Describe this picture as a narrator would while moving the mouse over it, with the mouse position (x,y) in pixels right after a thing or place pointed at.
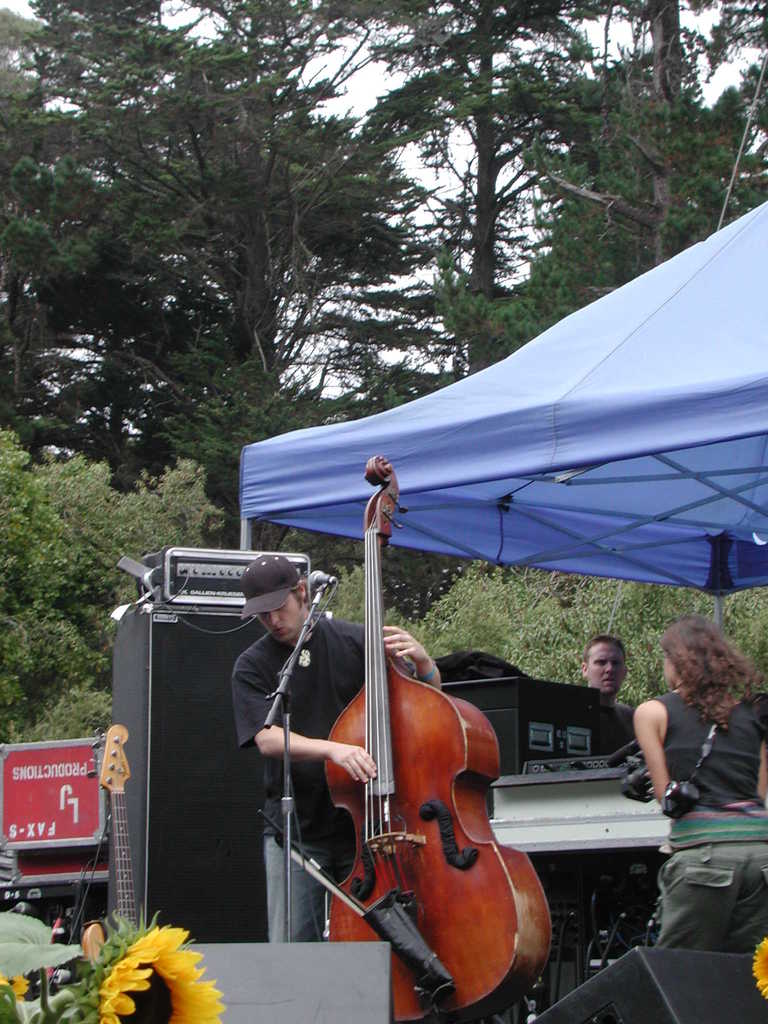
In this picture we can see three persons (700,837) are standing, at the left bottom (181,986) there is a flower (189,993), a man (323,788) in the middle (322,682) is playing a double bass (380,797), there is a microphone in front of him, it looks like a speaker (239,762) on the left side (168,784), in the background (534,279) there are some trees (404,336), we can see the sky (514,279) at the top of the picture (302,70), we can see some boxes (97,810) in the middle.
